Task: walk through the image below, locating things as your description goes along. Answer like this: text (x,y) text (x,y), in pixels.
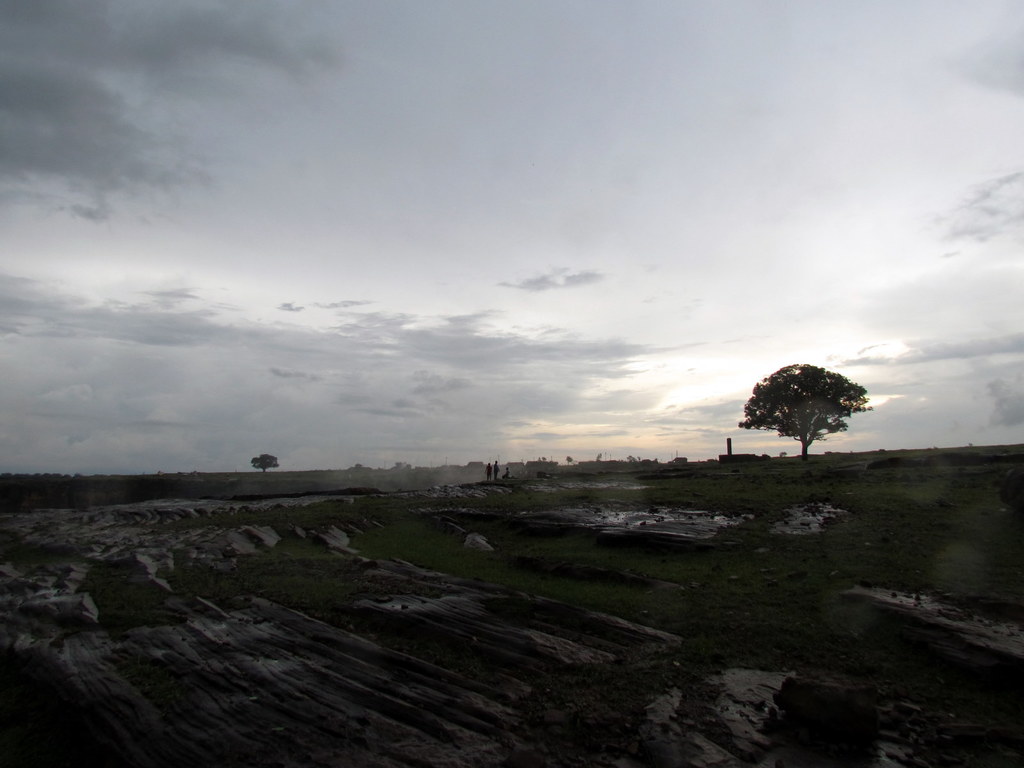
In the center of the image (428,315) we can see the sky (614,390), clouds (938,431), trees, poles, grass (734,593), few people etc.
